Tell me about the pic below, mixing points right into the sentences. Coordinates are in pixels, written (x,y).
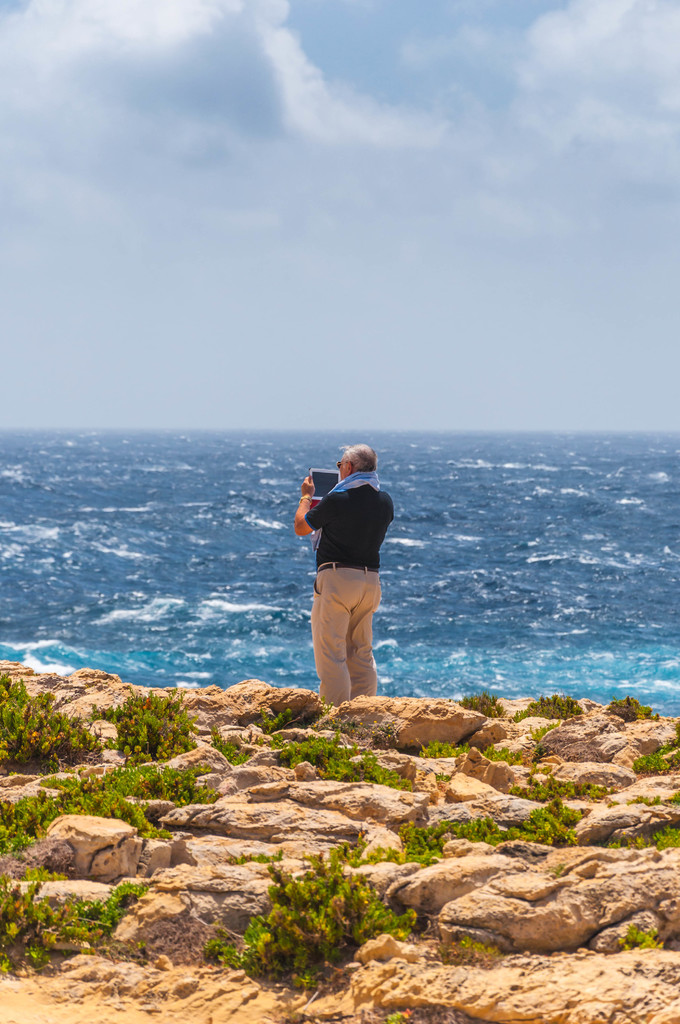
In this image, we can see a person (333,492) holding an object (327,486). We can see some stones (299,857) and plants (274,971). We can also see some water (244,587) and the sky (281,331) with clouds (281,38).
